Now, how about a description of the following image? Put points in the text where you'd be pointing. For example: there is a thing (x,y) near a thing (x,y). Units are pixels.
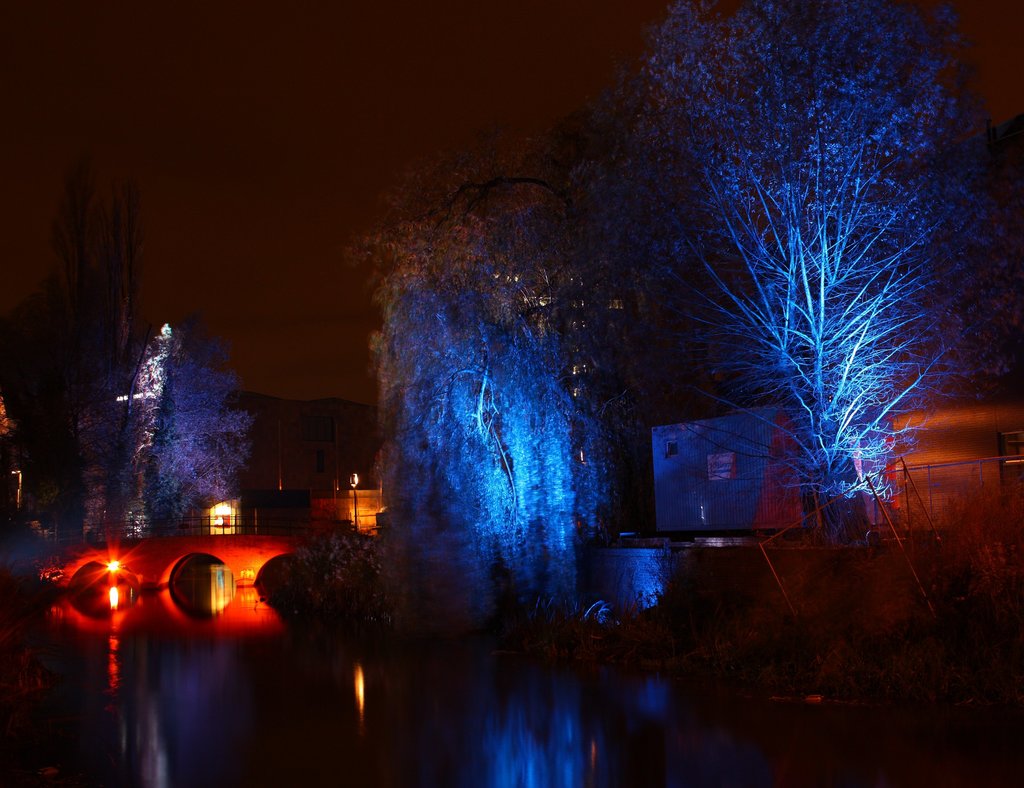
In this picture I can observe water (292,703). There is a bridge (162,545) over the lake (207,624). I can observe red and blue color lights (227,556). In the background (192,428) there are trees (714,393) and a sky (278,262).
